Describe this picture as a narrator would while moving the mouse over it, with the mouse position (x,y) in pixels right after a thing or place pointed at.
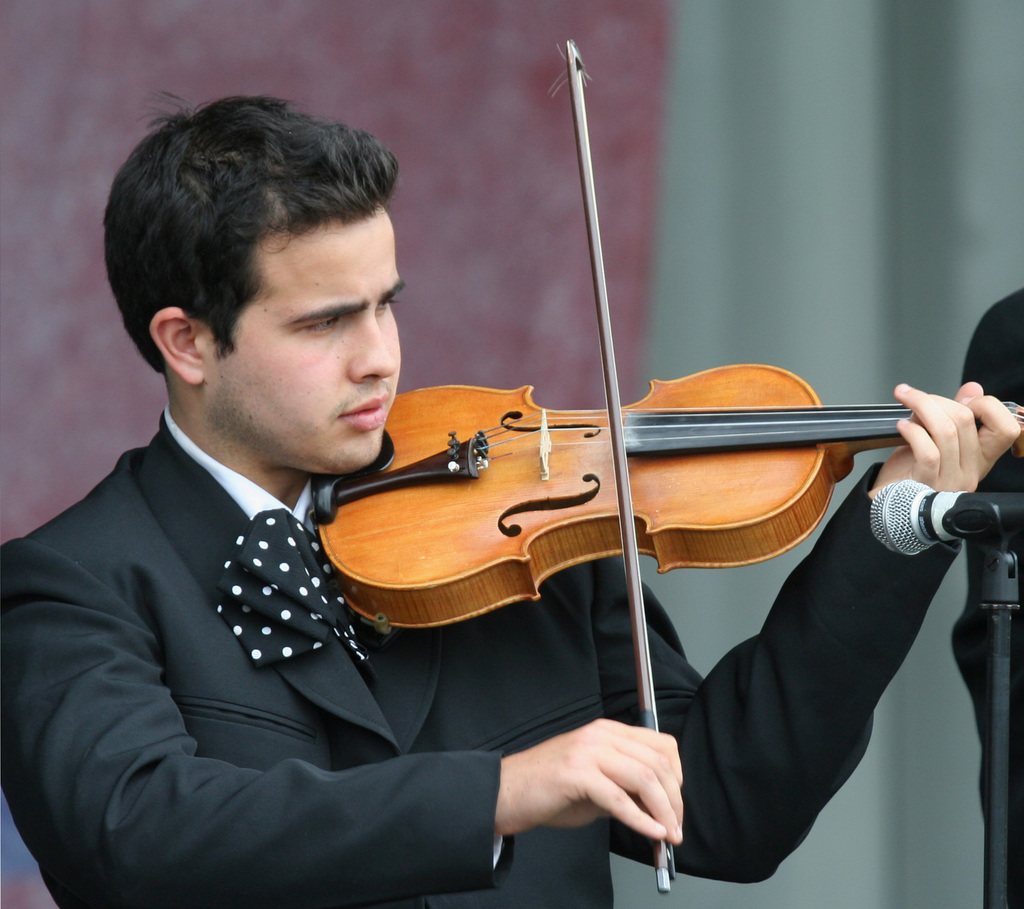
In this image we can see a man (381,281) standing and playing a violin (618,545). On the right (922,513) we can see a mic (889,533) placed on the stand (989,762). In the background (958,757) there is a wall (703,150) and a curtain (812,274).
